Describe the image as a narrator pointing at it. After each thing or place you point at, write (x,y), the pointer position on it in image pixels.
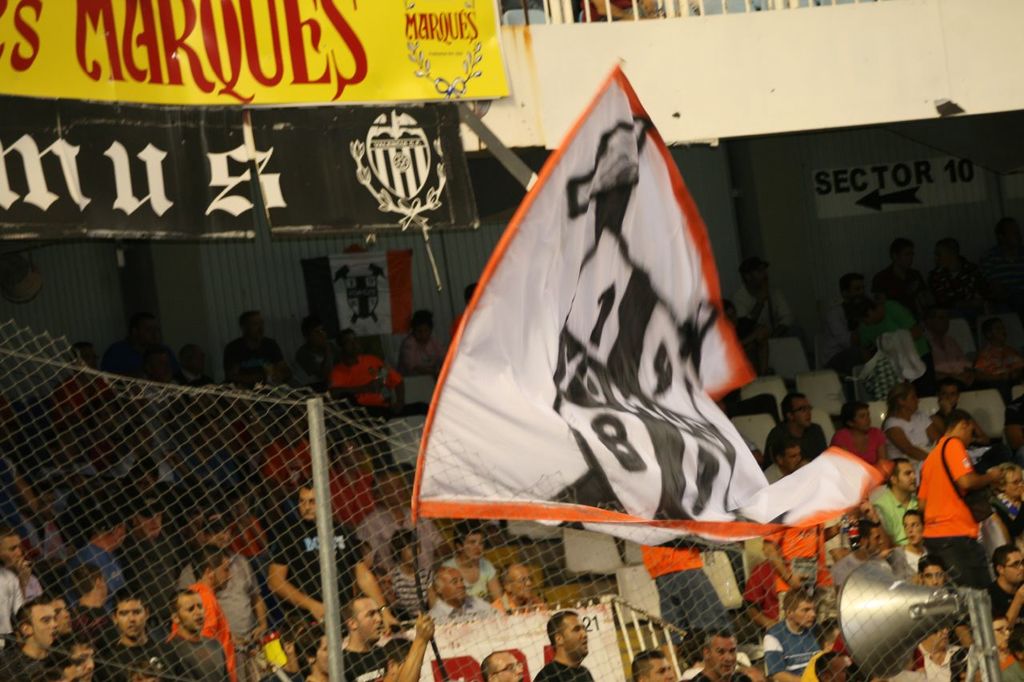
In this image, on the right side (853,609), we can see a speaker (890,615). In the middle of the image (499,454), we can see a flag (742,478). In the background (100,632), we can see a net fence (127,586), metal rod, group of people (760,574), board (404,150) and a wall (749,239).
